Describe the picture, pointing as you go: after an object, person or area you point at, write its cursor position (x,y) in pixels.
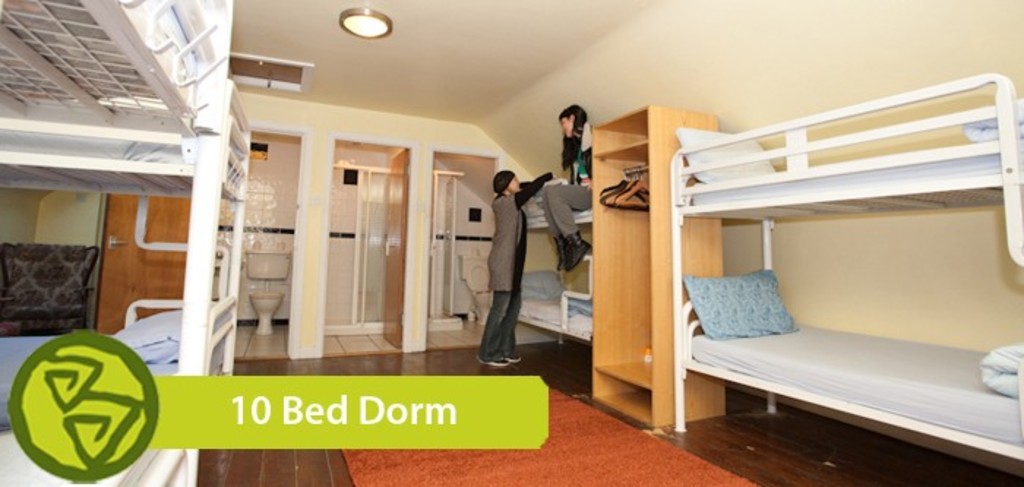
This picture is clicked inside the room (866,244). On both the sides we can see the white color bunk beds (193,209) and we can see the pillows (162,335) and blankets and we can see the cabinet (664,158) and the hangers (614,195) and there is a person (578,177) sitting on the bed (568,268) and a person (506,248) standing on the floor (541,356) and we can see the floor carpet (631,453). At the top (517,34) there is a roof (458,60) and the ceiling light (352,23). In the background (328,111) we can see the wall (287,233), wooden doors (144,269), toilets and some other objects (47,316). In the bottom left corner (221,414) we can see the watermark (236,416) on the image.
